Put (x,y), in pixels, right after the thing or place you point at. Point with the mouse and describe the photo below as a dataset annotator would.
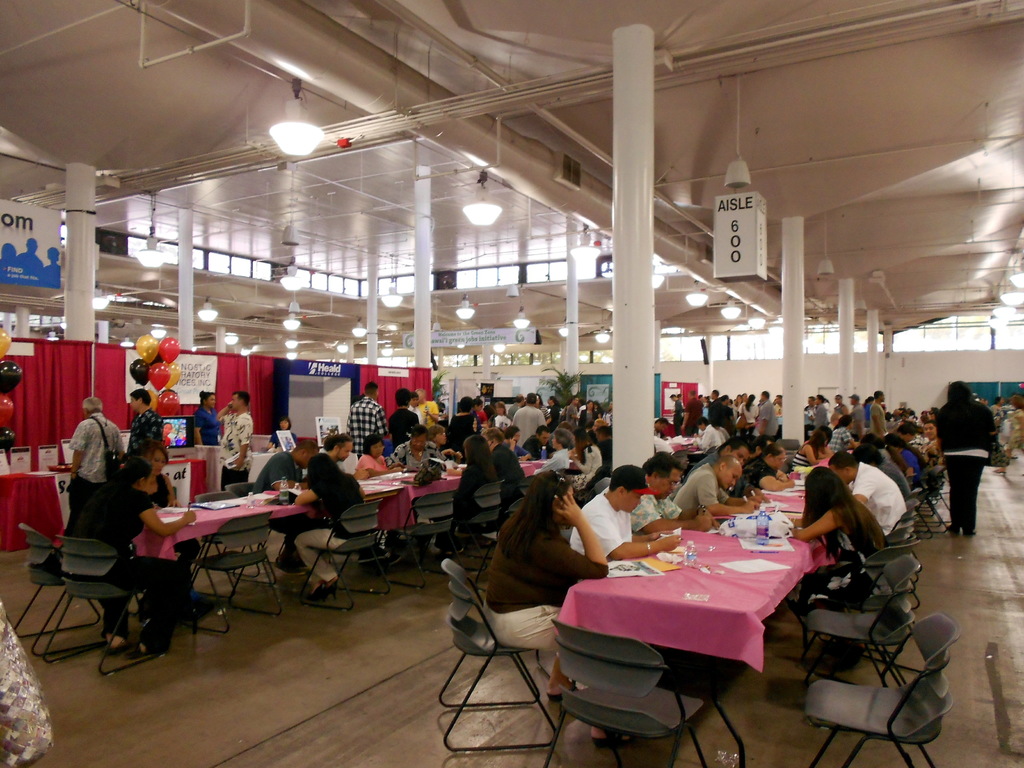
this picture shows a group of people (699,517) seated on the chairs (884,573) and we see few papers (396,476) on the tables (692,579) and few people (225,471) standing and we see balloons (175,357).
